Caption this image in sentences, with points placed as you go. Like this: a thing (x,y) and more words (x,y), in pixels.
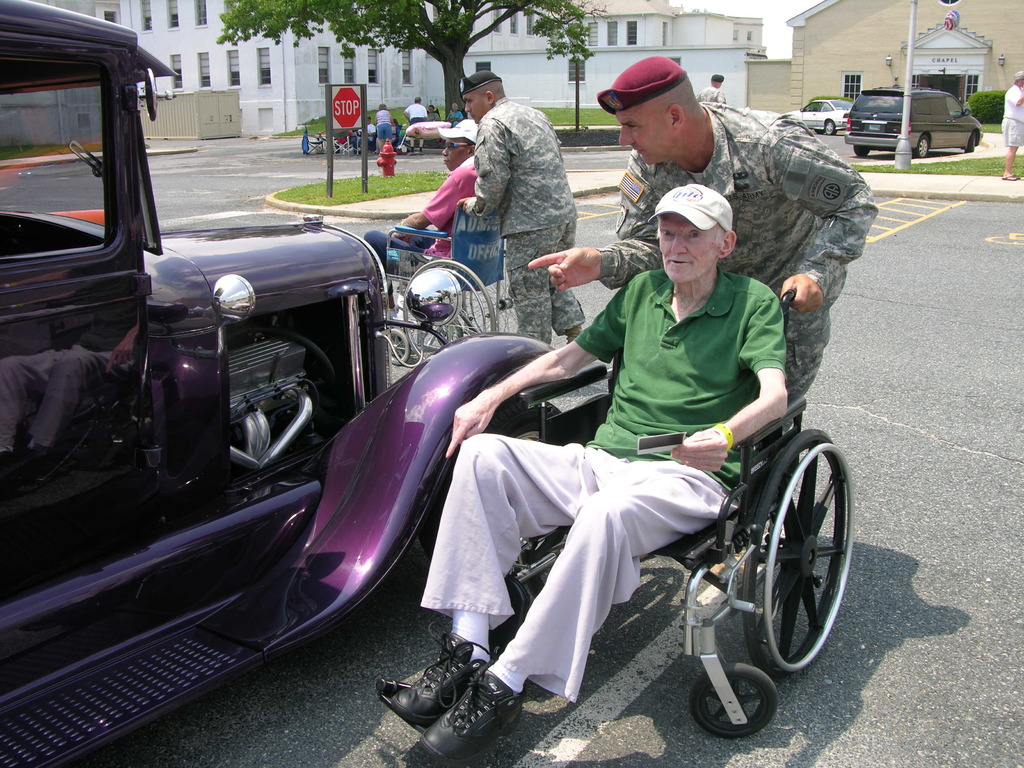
In this picture we can see two people (544,607) sitting on the wheel chairs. Few people (501,203) and some vehicles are visible on the road (306,172). We can see a signboard (327,121) visible on the path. Few buildings (183,7) are visible in the background (992,69).
